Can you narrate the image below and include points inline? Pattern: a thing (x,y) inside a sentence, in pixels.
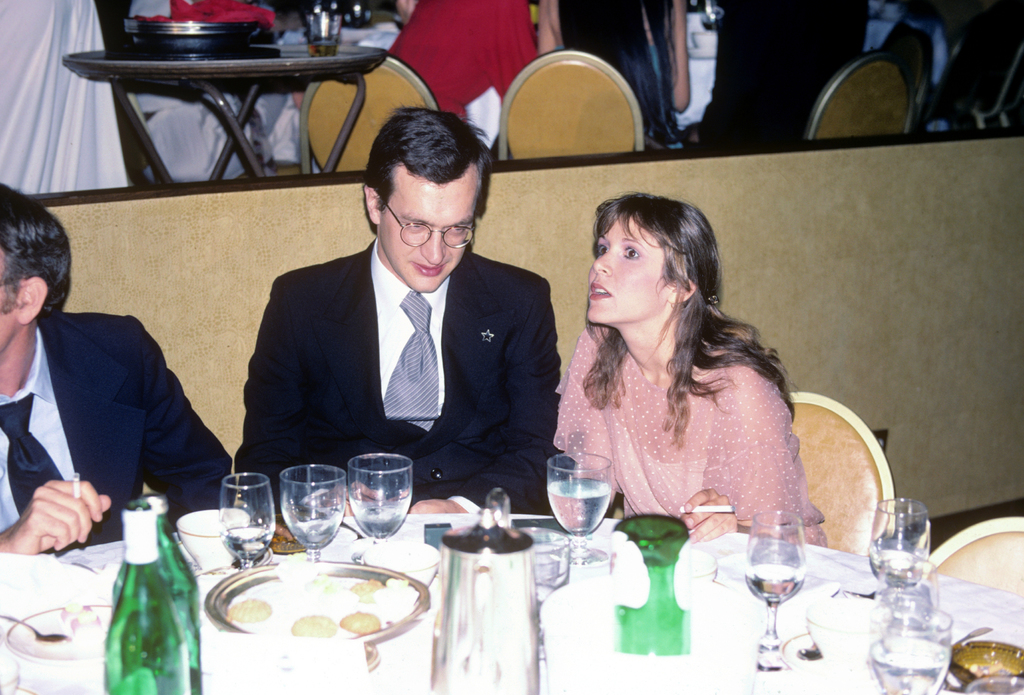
This is looking like a restaurant (195,495). Here I can see two men (488,417) and a woman (654,468) are sitting on the chairs (837,483) in front of the table (753,611). On the table (763,622) I can see few glasses (409,491), plates (388,604), bottles (169,620), spoons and some other objects (498,684). At the top of the image (420,80) there are some more people (596,48), chairs (411,69) and tables (194,74).
